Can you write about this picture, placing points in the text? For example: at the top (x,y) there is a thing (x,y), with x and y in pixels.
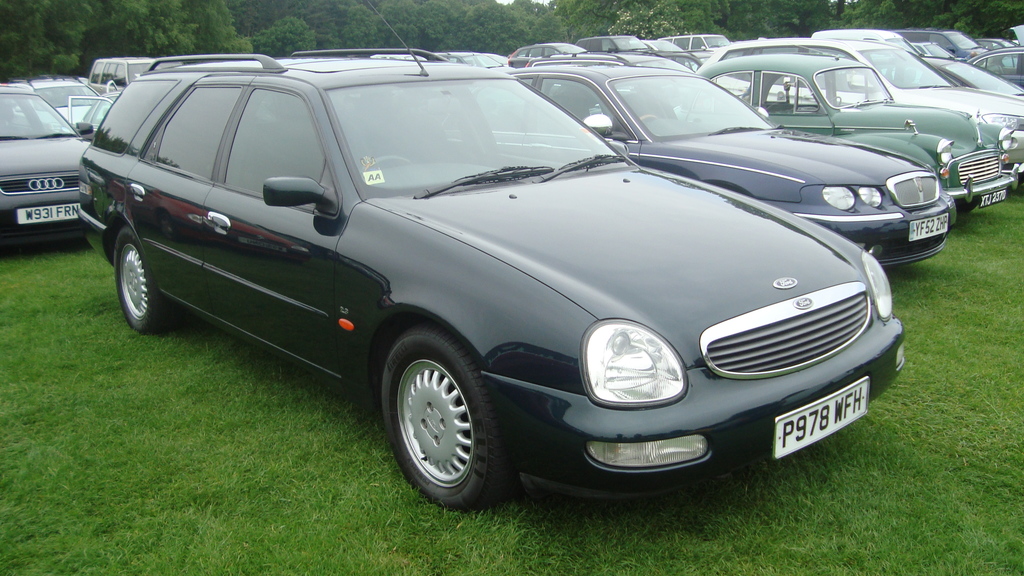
This image consists of many cars (750,195) parked on the ground (165,459). At the bottom (372,525), there is green grass (177,452). In the background (506,43), there are trees (518,33).
